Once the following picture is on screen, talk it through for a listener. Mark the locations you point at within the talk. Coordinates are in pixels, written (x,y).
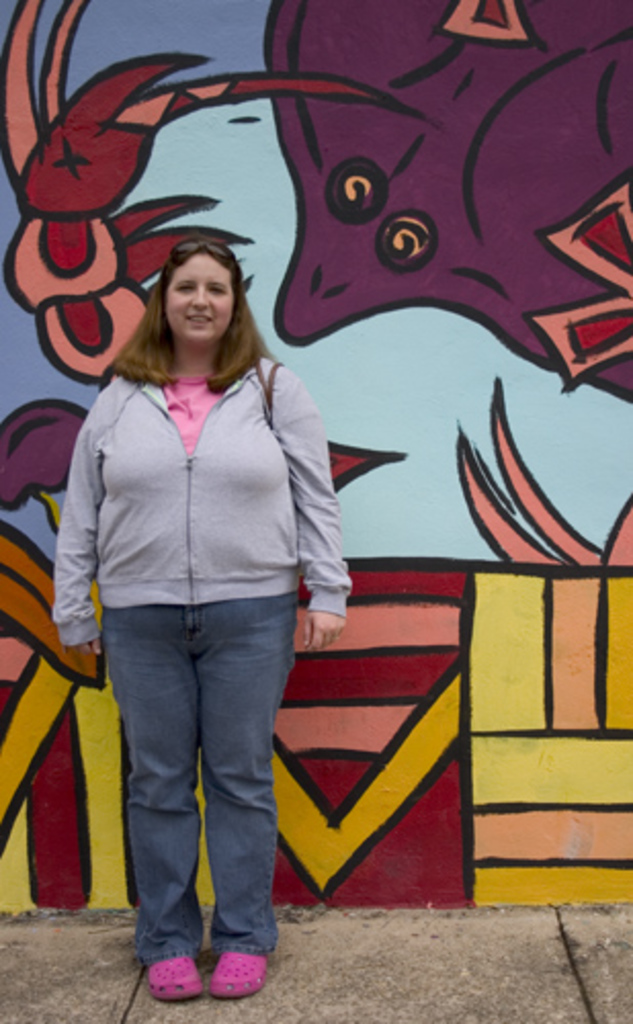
In-front of this wall (355,212) a person (218,267) is standing and she wore jacket (156,498). Painting (506,341) is on the wall (500,426).
